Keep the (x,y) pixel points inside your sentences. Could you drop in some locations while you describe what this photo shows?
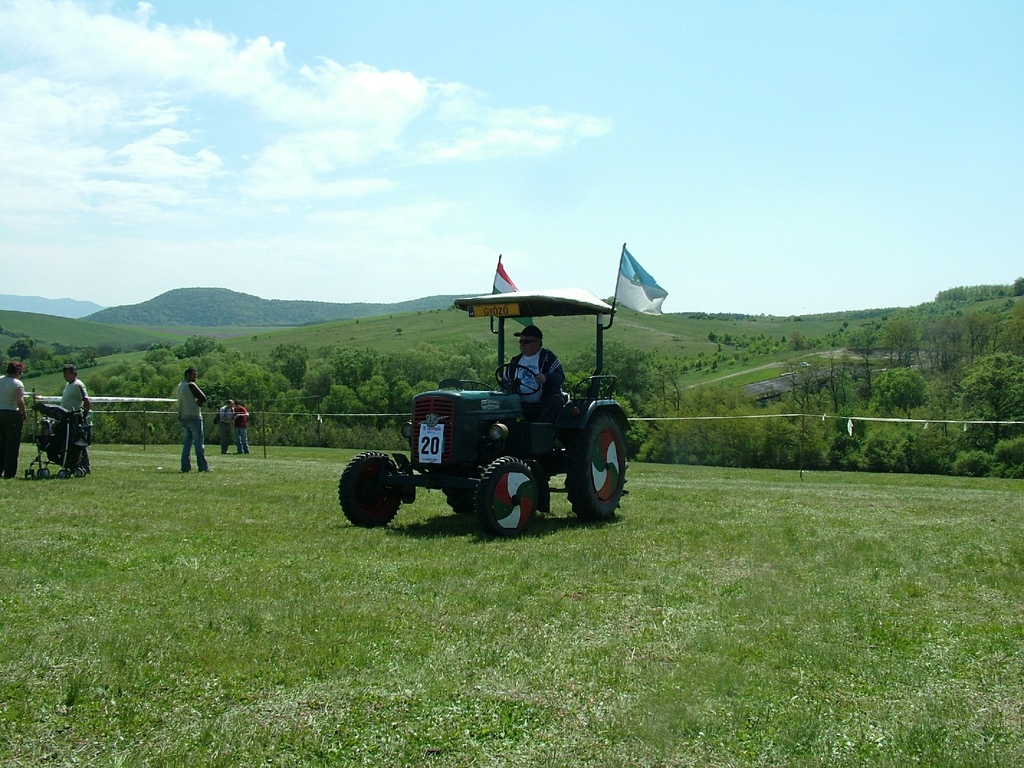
In this image I can see the vehicle (616,428) and I can also see the person (543,410) sitting in the vehicle (492,391), background (12,266) I can see few persons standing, trees (918,423) in green color and the sky (565,87) is in blue and white color.
